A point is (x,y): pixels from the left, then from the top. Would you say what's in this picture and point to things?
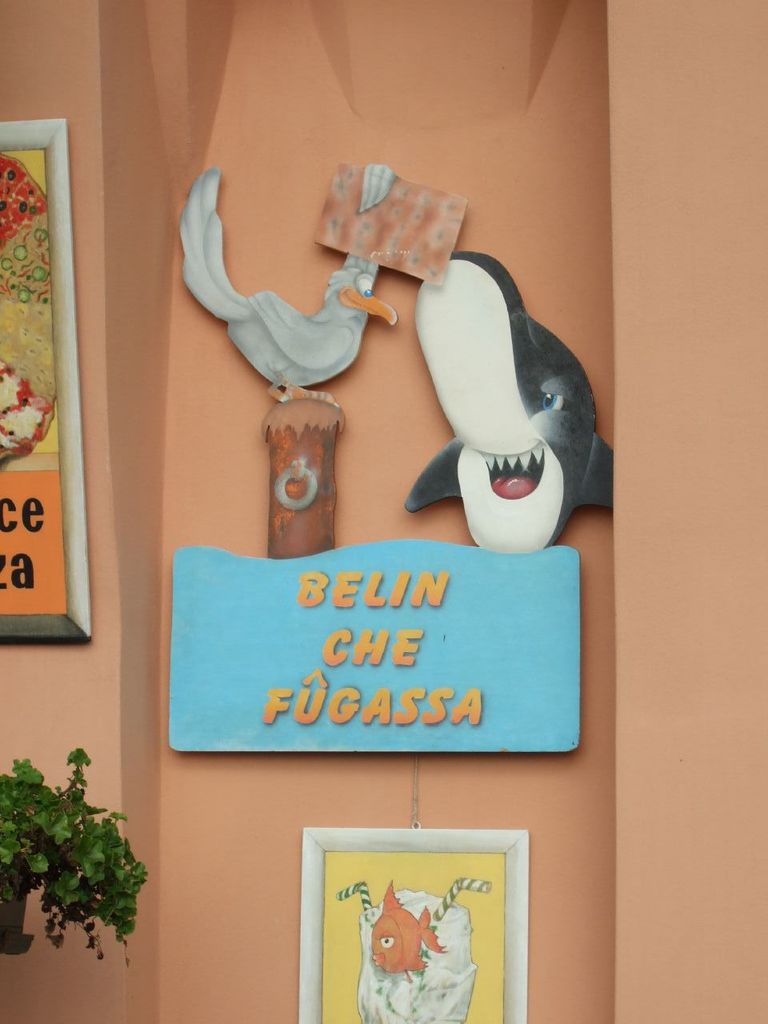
As we can see in the image there is wall (598,511), banners (74,514), bird (297,364) and animal statue (450,413). On the left side (81,826) there is a plant (78,809).
